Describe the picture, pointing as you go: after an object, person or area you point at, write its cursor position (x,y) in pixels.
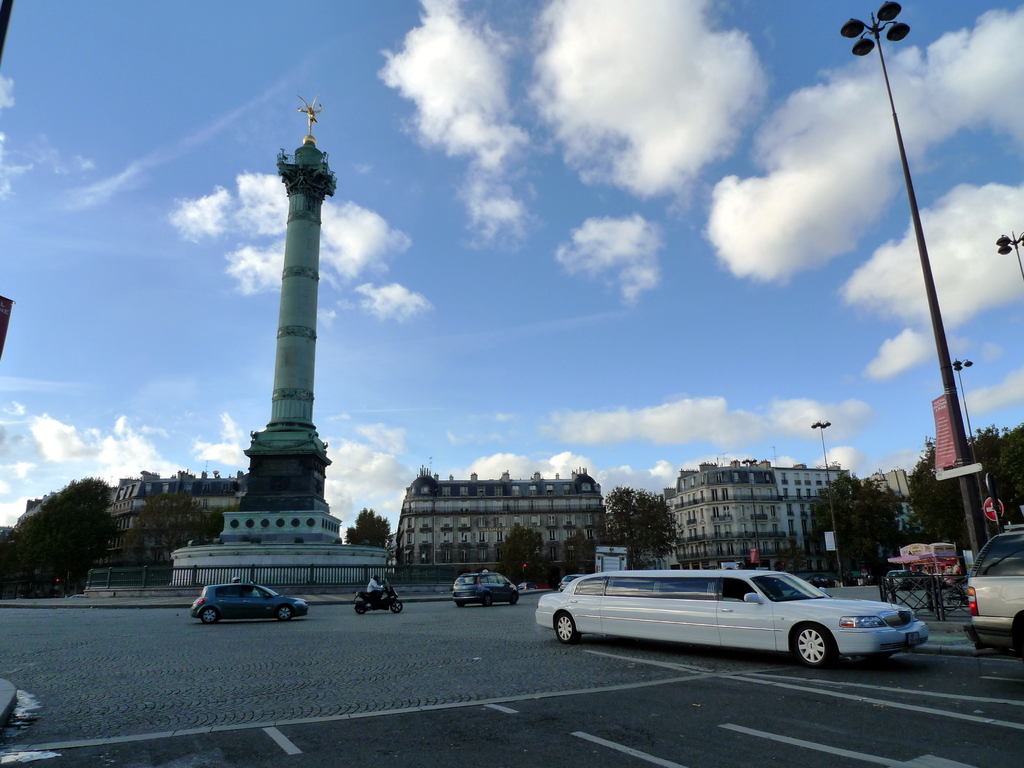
In this picture we can see vehicles (546,600) on the road (253,631) and on the right side of the vehicles (766,612) there are poles (974,542) with lights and boards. Behind the vehicles (302,613) there is a tower (294,374), fence (173,572), trees (41,533), buildings (711,527) and the sky (687,253).
